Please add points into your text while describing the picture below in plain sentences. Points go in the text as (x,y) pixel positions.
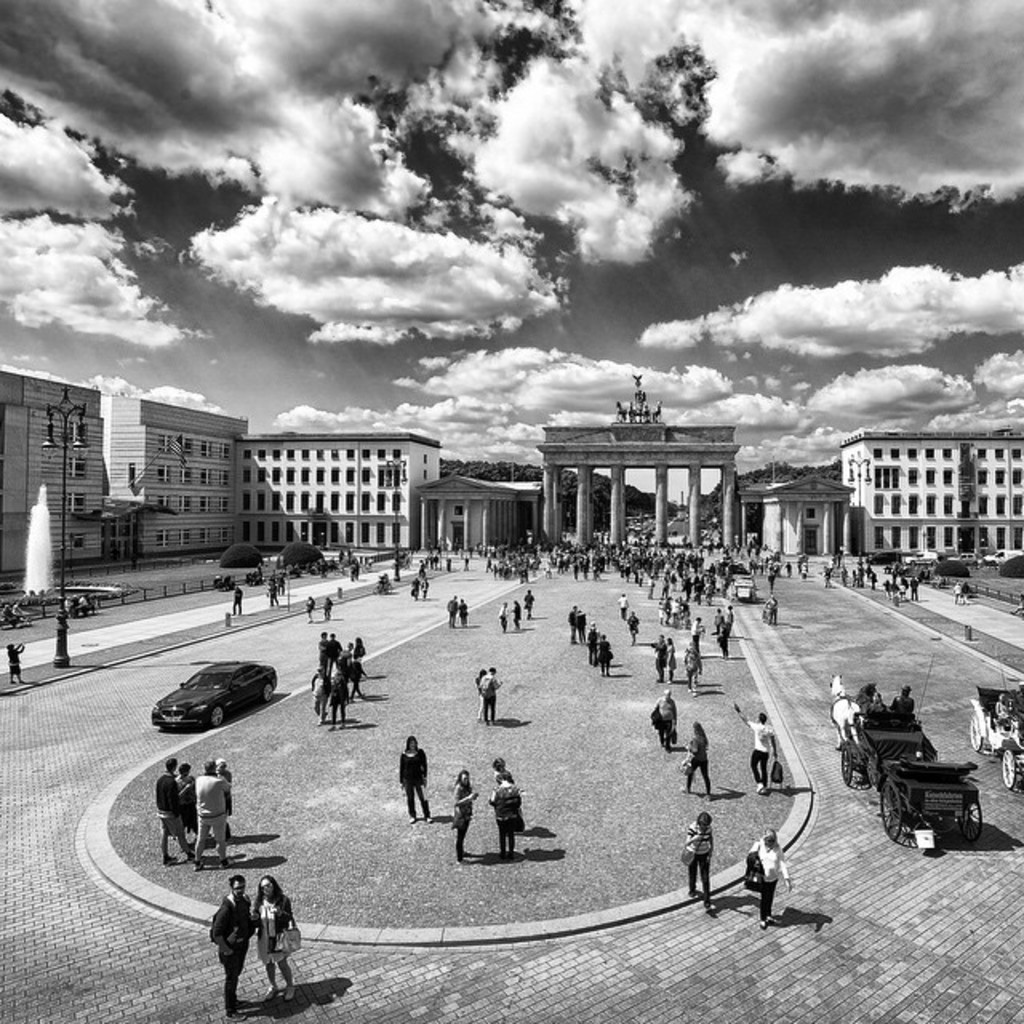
In this image I can see few buildings (155,439), windows (74,459), trees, light poles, vehicles (903,790), arch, fountain (43,587), sky (304,260) and few people (680,554) are around. The image is in black and white.
